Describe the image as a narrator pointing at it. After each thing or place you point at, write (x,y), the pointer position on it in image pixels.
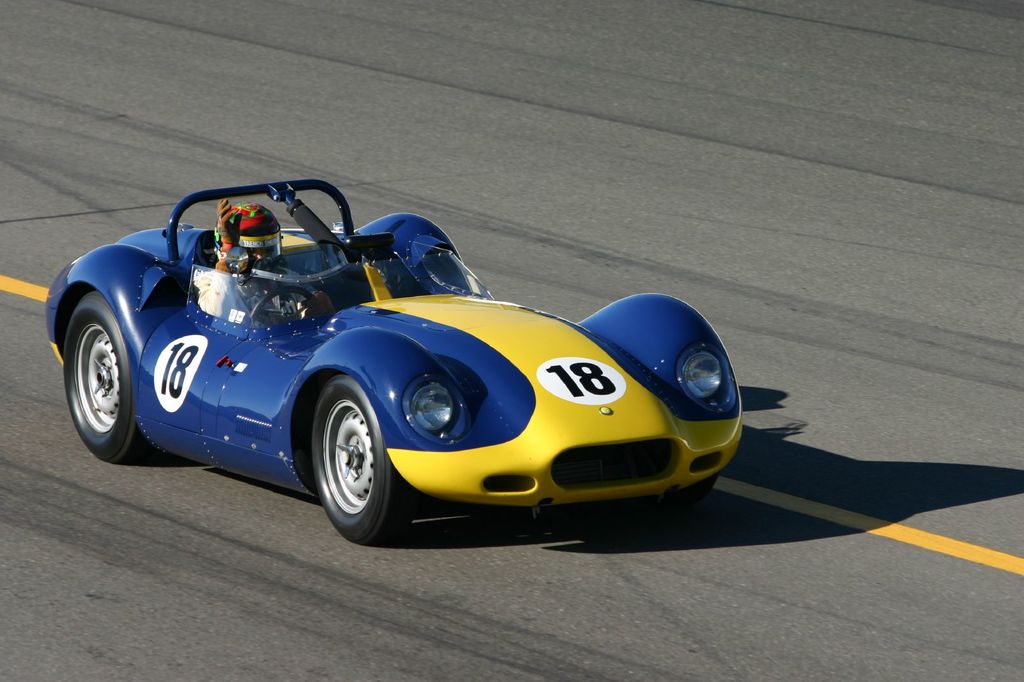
A person (221,261) is riding car (397,386) wearing helmet (250,251) on the road (587,536).
